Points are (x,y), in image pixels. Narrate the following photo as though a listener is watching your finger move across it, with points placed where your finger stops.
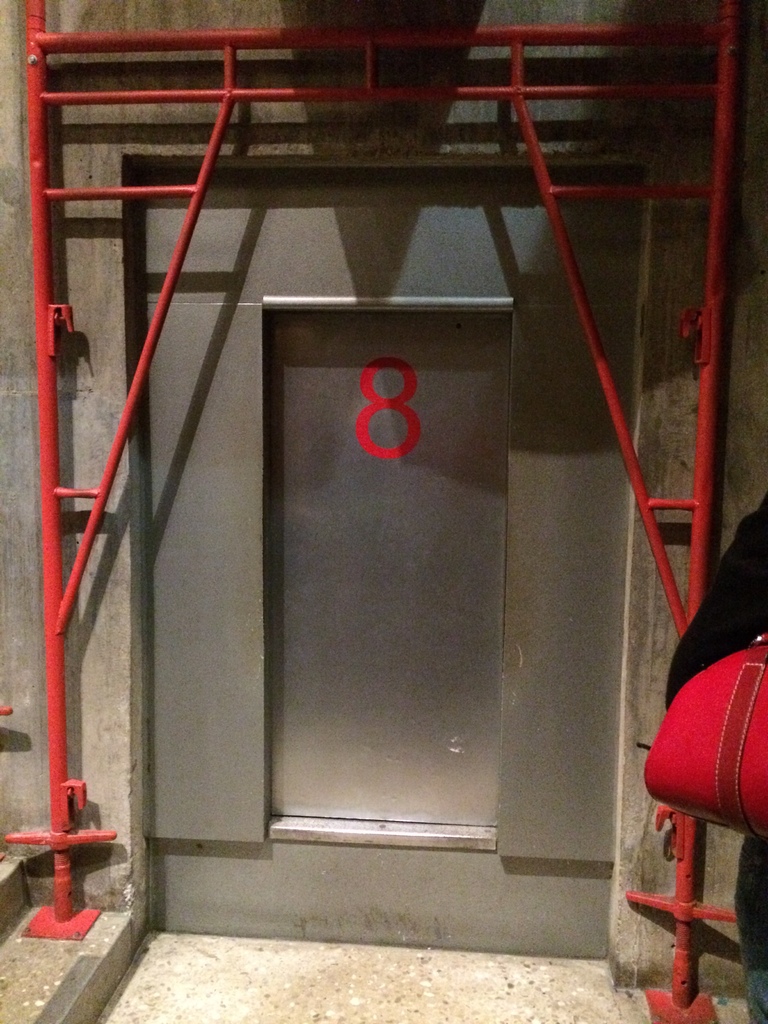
In the foreground of this image (714,634), on the right (742,615), there is a person (743,598) wearing a red color bag (723,762). In the middle (504,342), it seems like there is a steel door (470,481) and few red rod like structure (294,90).
